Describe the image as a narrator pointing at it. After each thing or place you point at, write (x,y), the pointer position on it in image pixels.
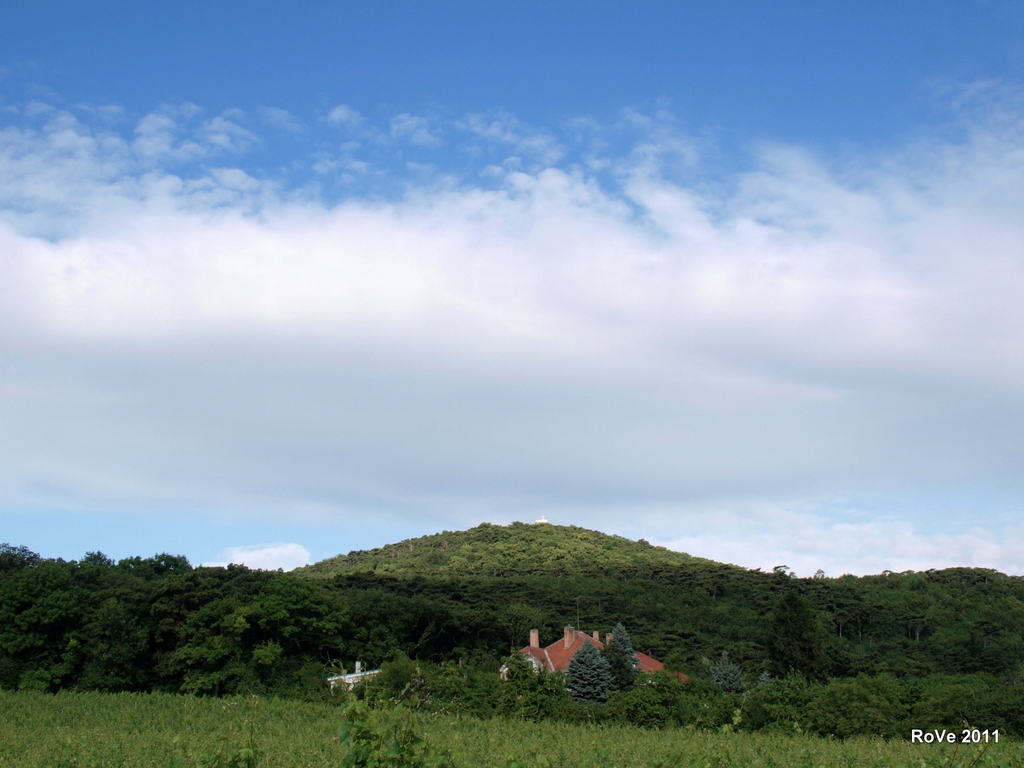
In this image in the front (376,744) there's grass (474,752) on the ground (422,729) and in the background (442,589) there are trees (572,614) and the sky (490,305) is cloudy.
